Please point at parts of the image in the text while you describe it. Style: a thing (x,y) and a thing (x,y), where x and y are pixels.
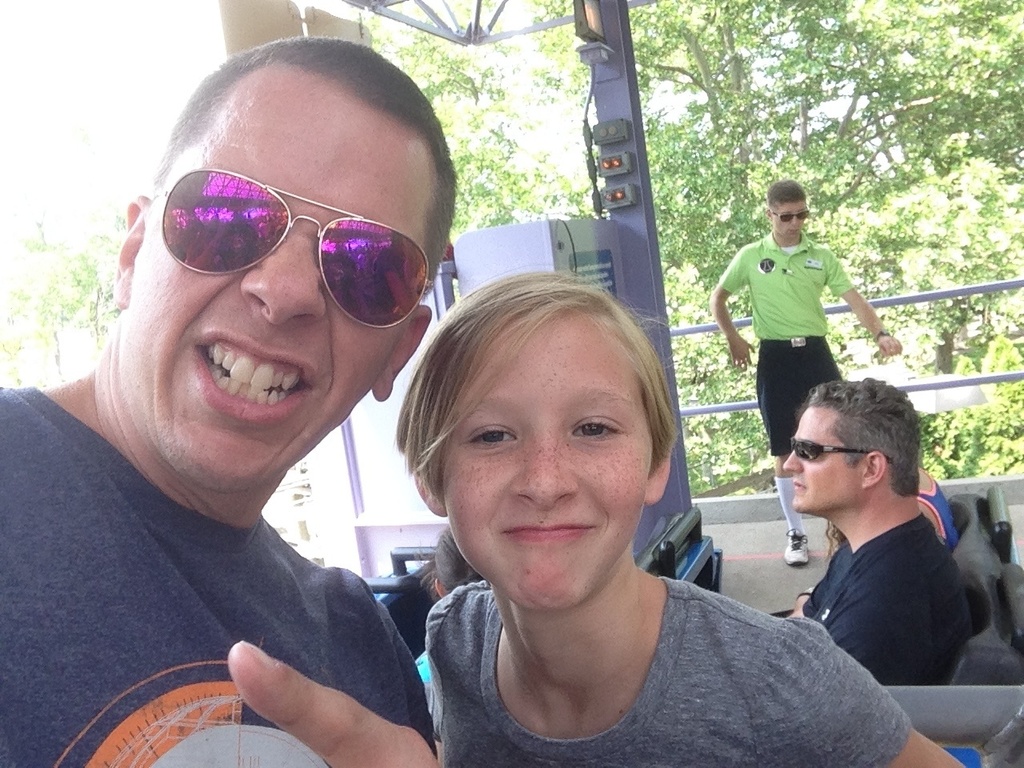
On the left side (176,381) there is a person (202,315) wearing goggles (184,245). Near to him another person (565,595) is standing. In the back (787,287) there are some people (803,409) wearing goggles (785,218). Also there is a machine (557,230) and railing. In the background (771,130) there are trees (850,112).
